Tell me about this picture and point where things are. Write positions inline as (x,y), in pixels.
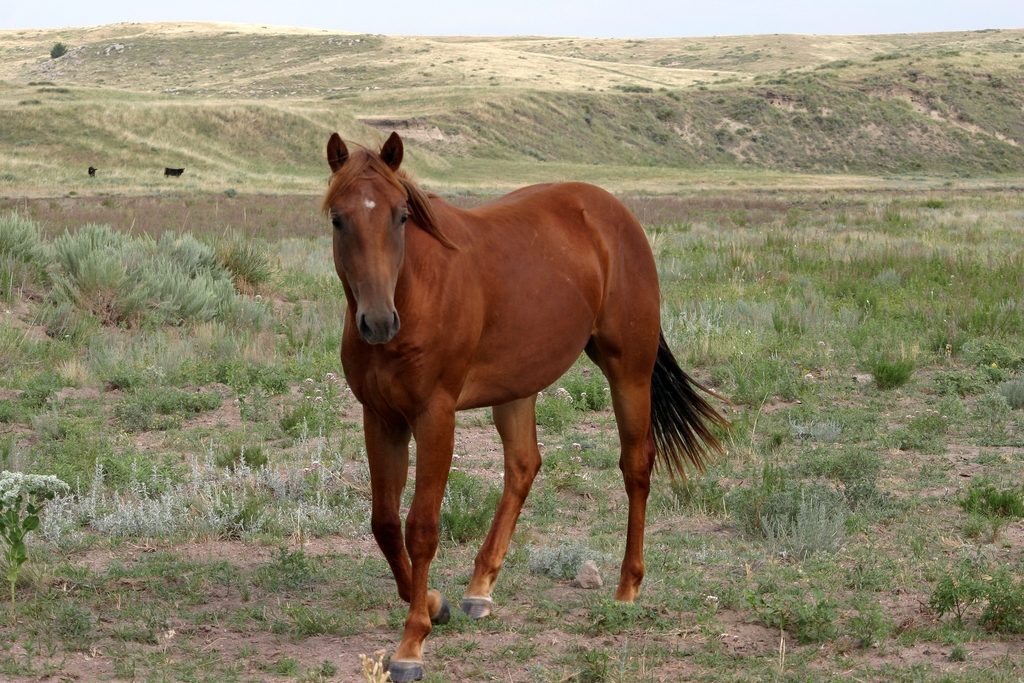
In this image I can see an animal (480,367) in brown color. In the background (887,318) I can see the plants (243,251) in green color and the sky (590,22) is in white color.
